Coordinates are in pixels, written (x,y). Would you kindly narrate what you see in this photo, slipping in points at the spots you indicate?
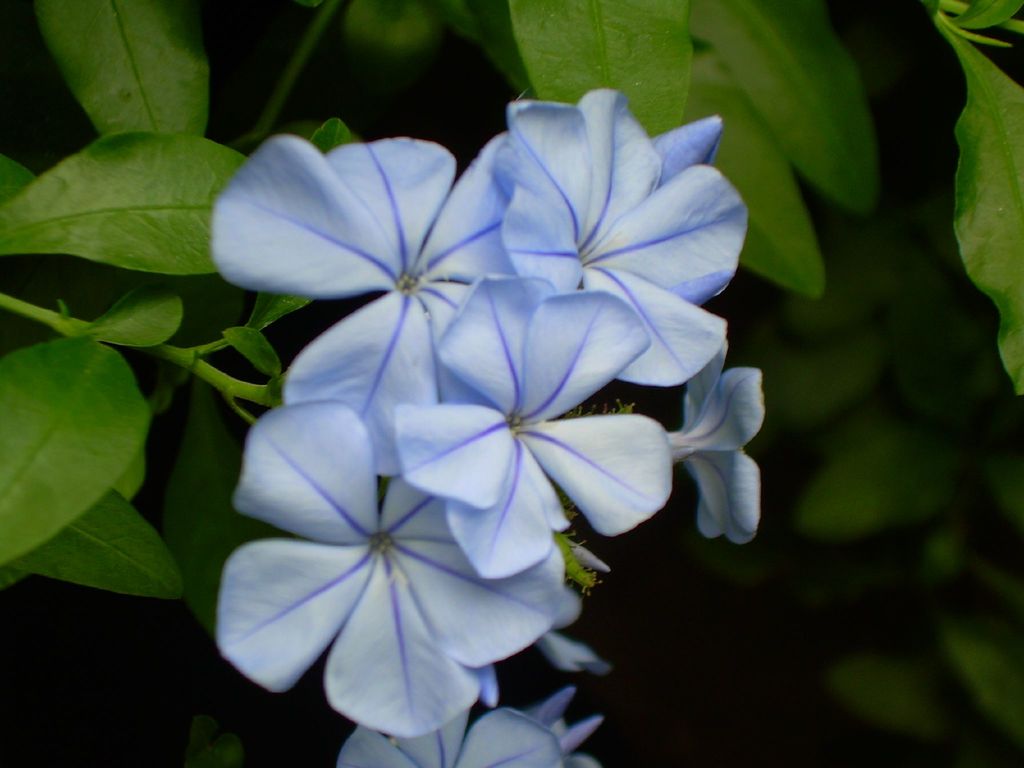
In the foreground of the picture (507,550) there are flowers (470,345), leaves (193,155) and stems (214,371) of a plant (176,356). The background (923,384) is dark. In the background (885,428) there is greenery (856,465).
